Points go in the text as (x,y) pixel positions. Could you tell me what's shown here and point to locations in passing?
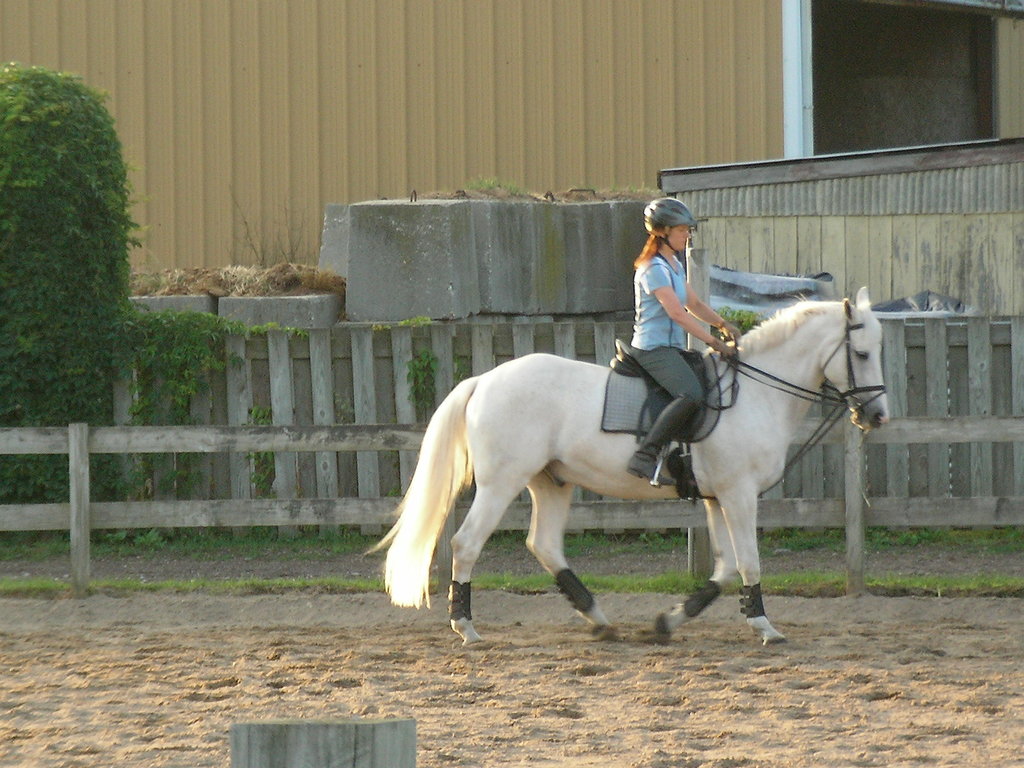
In this image there is a person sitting on the horse (456,606). Around her, there is a wooden fence (340,355). At the bottom of the image (537,718) there is sand (701,694) on the surface (680,697). There are bushes (117,279), concrete structures (435,214). In the background of the image (334,93) there is a wall (296,56). There is a door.
